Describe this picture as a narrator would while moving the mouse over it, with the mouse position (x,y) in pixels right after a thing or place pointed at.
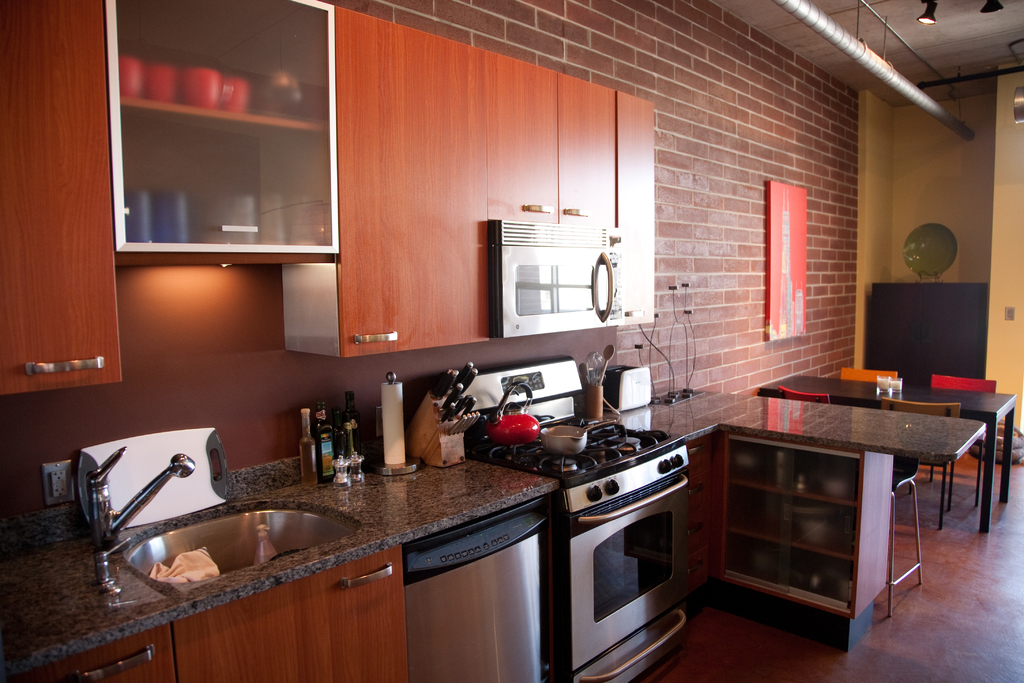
In this picture I can see the kitchen platform (323,567). On the kitchen platform (507,471) I can see the stove (557,415), wash basin (298,530), cloth (175,563), shampoo bottle (262,551), oil bottle (301,467), salt bottle (360,475), tissue paper (386,461), knives (448,409), knife holder (433,426), bowl (569,445) and other objects (596,416). On the left (244,227) i can see the cupboards (204,143). At the top left (229,92) i can see the red cups (172,65) and blue and white glasses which are kept on this cupboard (274,195). In the bottom (591,642) I can see the oven (596,616). On the right (870,387) there are objects (888,387) on the table (995,415), beside that I can see the chairs (942,383). There is a painting (785,196) on the wall (744,350). On the top right corner (998,0) i can see the lights (985,8). In the background (890,315) there is a cabinet (922,322) near to the wall (1000,326).
